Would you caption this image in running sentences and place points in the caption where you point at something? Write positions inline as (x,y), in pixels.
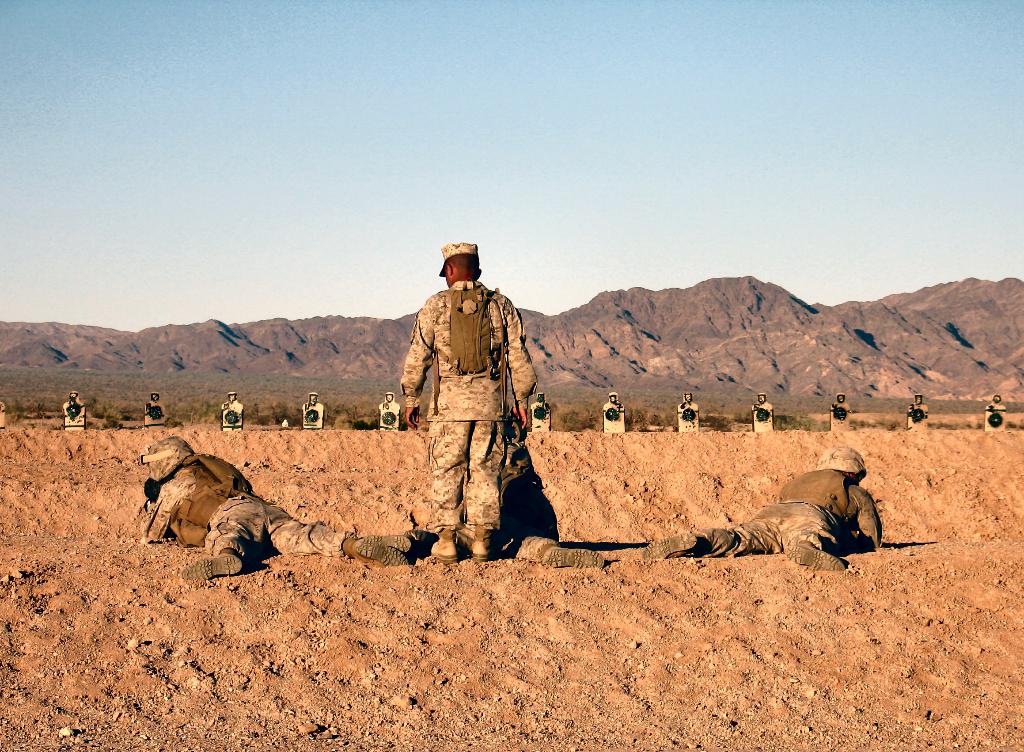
There are three persons (839,564) lying on the ground (513,581) and in between them there is a man (423,367) standing and carrying a bag (466,357) and some other items (514,419) on his shoulders (430,311). In the background (288,287) there are some objects (313,410), mountains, grass (75,373) and sky (495,61).
